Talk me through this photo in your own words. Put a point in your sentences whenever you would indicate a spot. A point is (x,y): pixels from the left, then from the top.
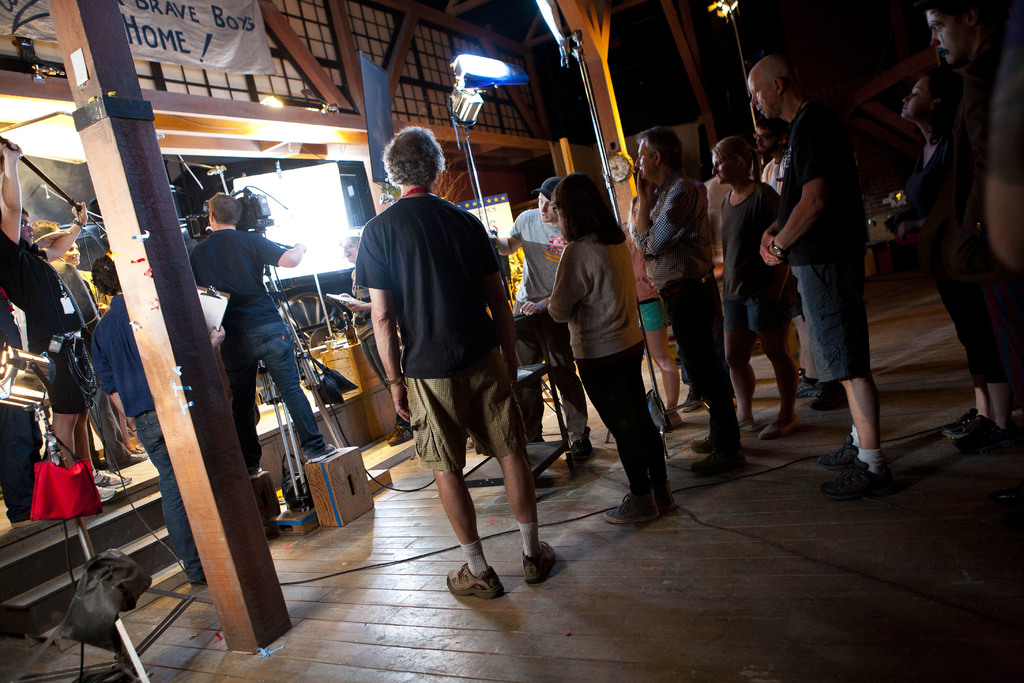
In this image there are few people (288,261) visible on the floor (496,558), there is a camera man (233,292) holding a camera (268,206), there are some lights (468,141), banner (212,44) attached to the top fence (311,42), there are some pillars (186,329), a clock (621,162) attached to the pillar (633,182), on the left side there is a stand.
